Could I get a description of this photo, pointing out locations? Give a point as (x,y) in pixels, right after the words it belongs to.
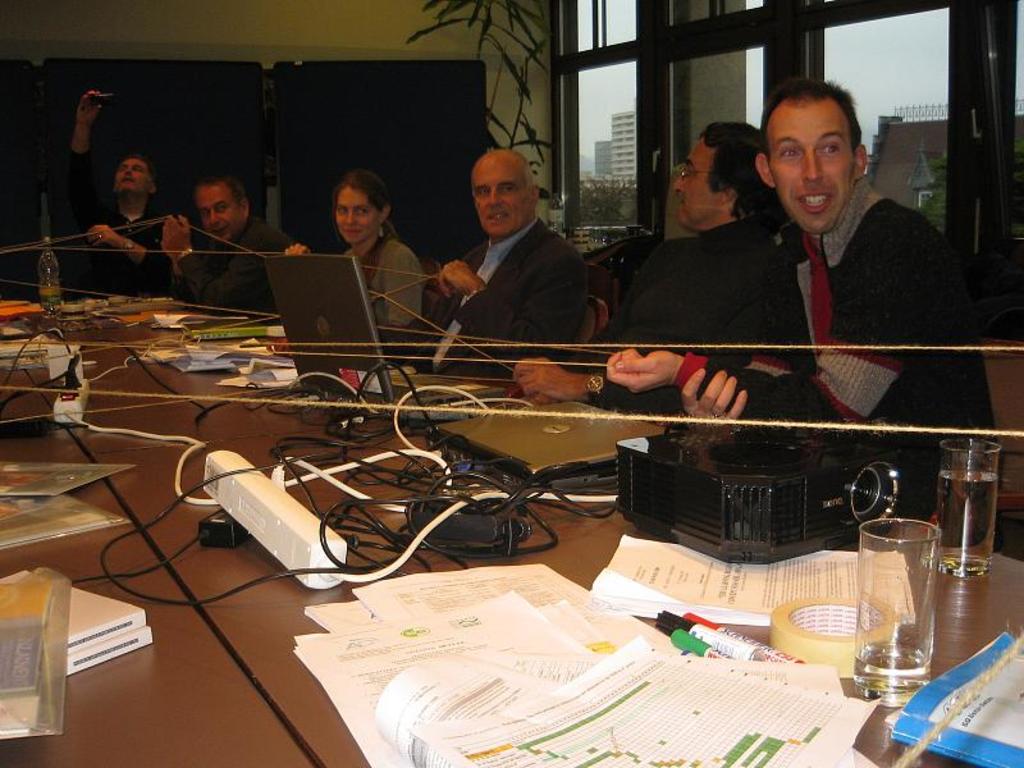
This is the picture of a room (588,233). In this image there are group of people (789,304) sitting. There are laptops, wires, papers (719,604), glasses (874,566) and there is a bottle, projector (848,459) on the table (160,670). At the back (511,106) there is a plant (487,109). There is a building (608,149) and sky (862,68) behind the windows (999,70).
